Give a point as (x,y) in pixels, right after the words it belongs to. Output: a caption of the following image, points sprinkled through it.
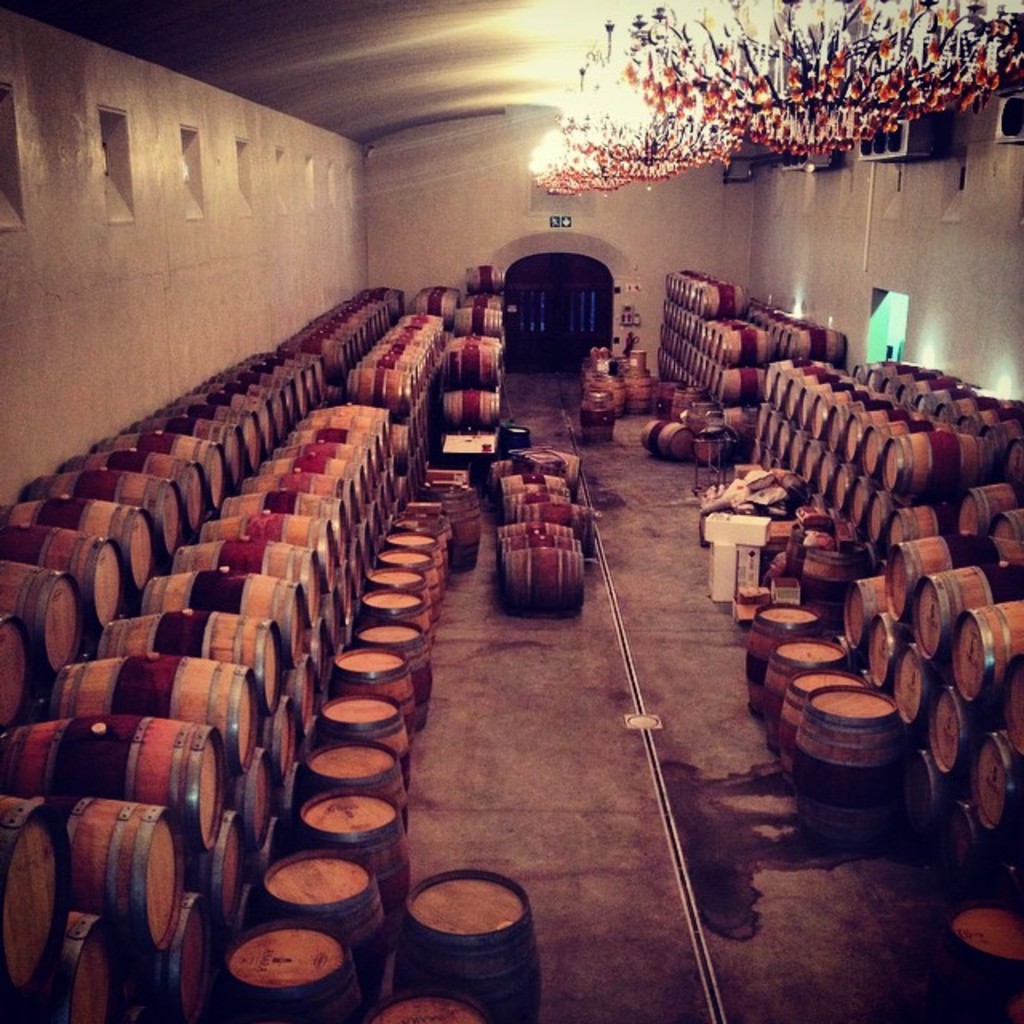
In this room (499,322) we can see few barrels (513,541) on the left (331,674) and right. In the background (178,303) we can see wall (572,233). On the roof top (624,35) there is a chandelier (793,136).
